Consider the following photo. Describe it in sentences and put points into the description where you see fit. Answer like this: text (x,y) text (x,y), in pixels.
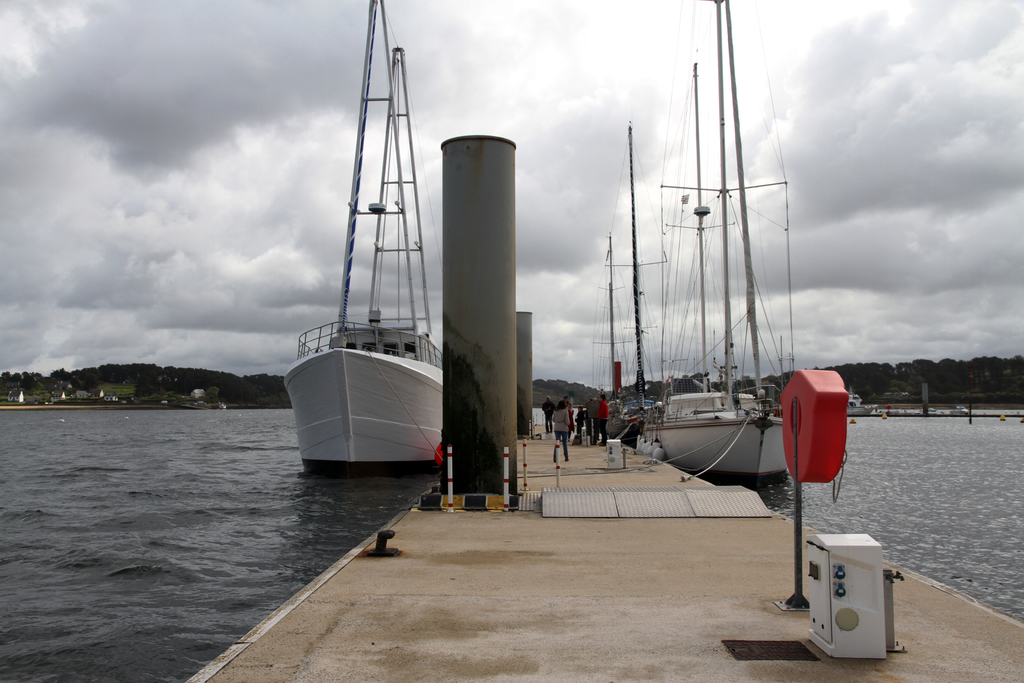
In the center of the image (584,449) there is a boardwalk (581,503) and there are people (601,437). We can see ships (649,440) on the water (236,523). In the background (231,401) there are hills (929,378) and sky (523,246).
